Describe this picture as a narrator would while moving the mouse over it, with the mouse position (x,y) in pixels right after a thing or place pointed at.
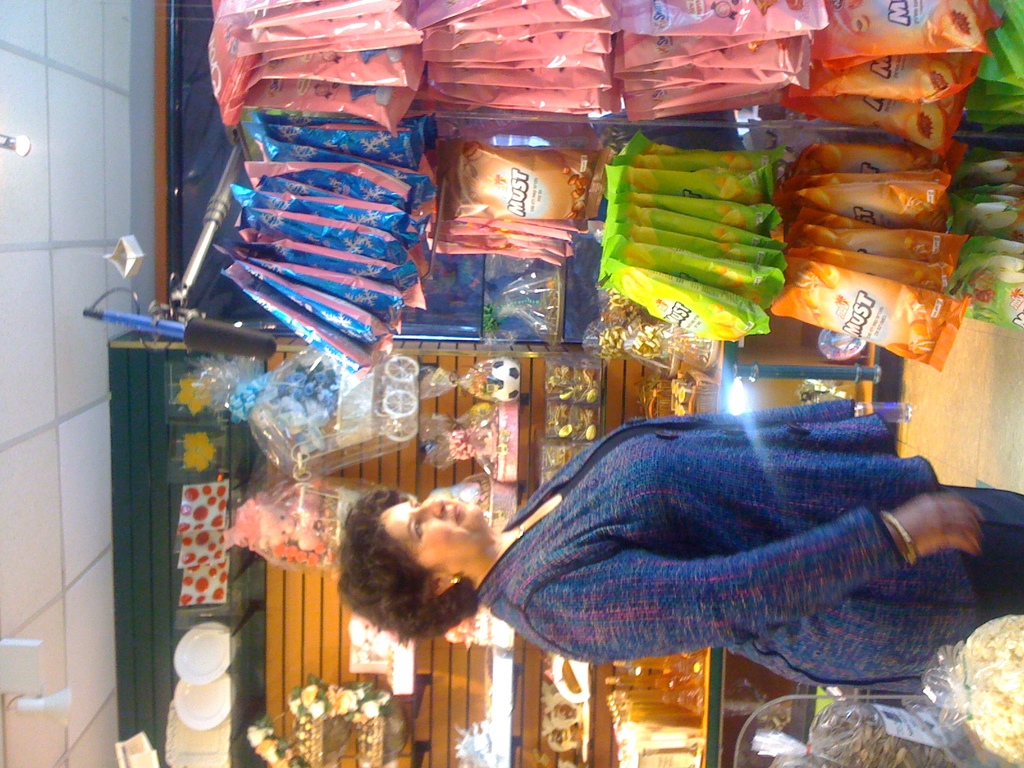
This picture is in leftward direction. At the bottom (586,524), there is a woman (584,502) wearing blue dress (662,533). Beside her, there are racks (426,405) full of objects (396,379). On the top (405,73), there are food packets (882,299) hanged to the rod (523,118). Towards the left (27,291), there is a ceiling (83,389) with lights (25,699).
